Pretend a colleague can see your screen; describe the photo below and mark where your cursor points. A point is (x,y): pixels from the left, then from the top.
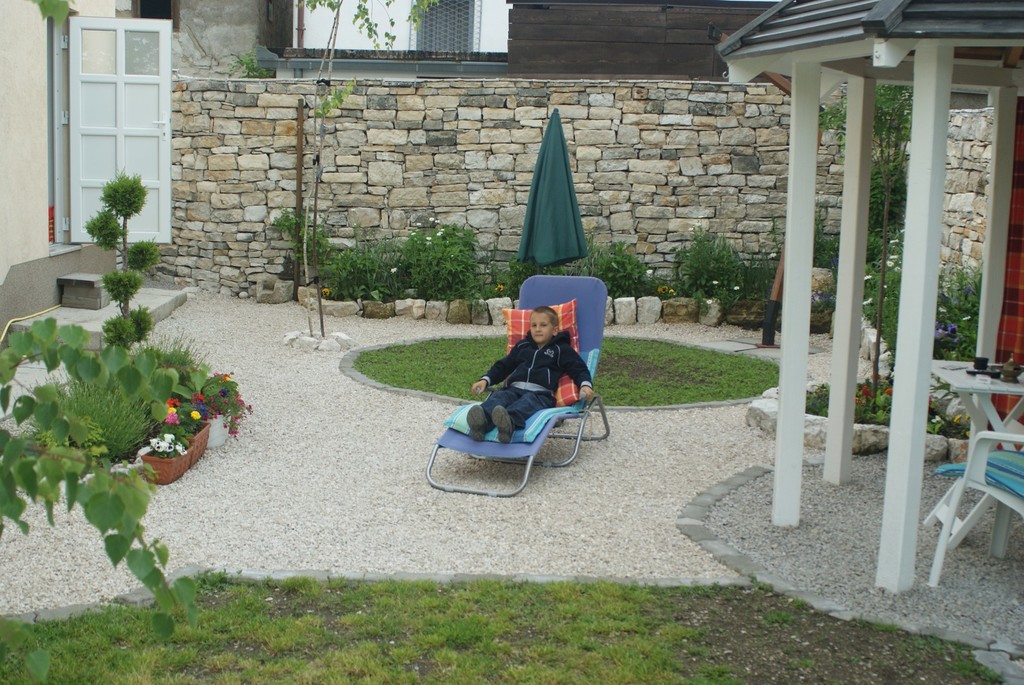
This is an outside view. In the middle of the image (541,388) there is a boy (542,393) sitting on the chair (552,416). In the background (455,124) there is a wall (615,124) and some plants (530,272). On the right side of the image (898,70) there is a shed (931,218) under that there is a table (983,414) and one chair (983,476). On the left side of the image (185,421) I can see a flower pot (179,464).
